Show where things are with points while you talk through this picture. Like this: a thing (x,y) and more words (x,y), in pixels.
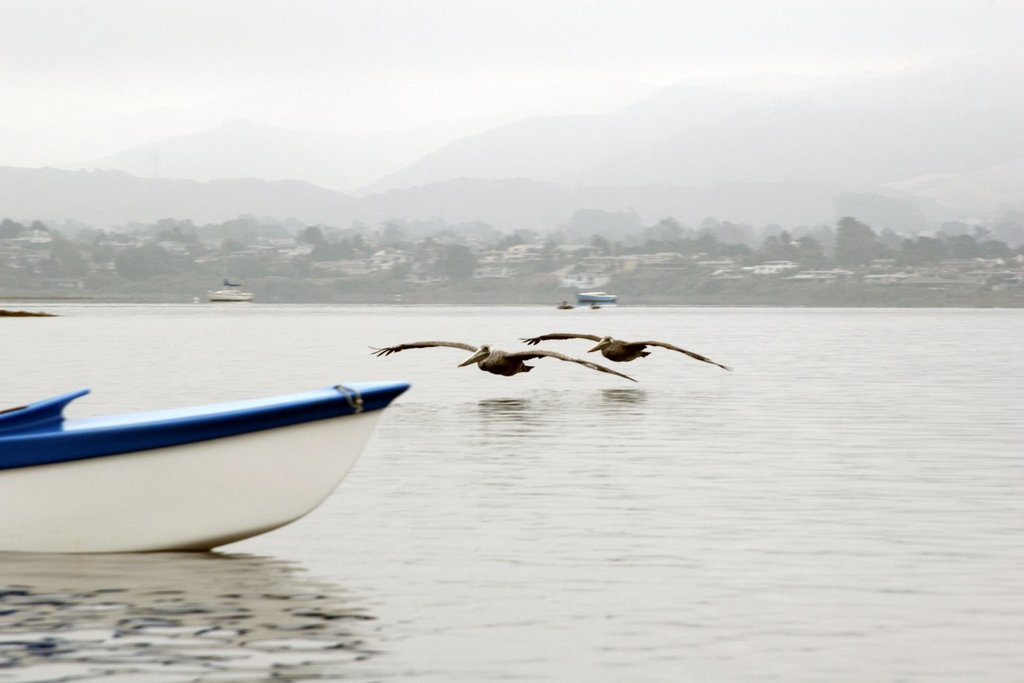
On the left side (281,410), there is a boat (239,446) on the water (291,546). Beside this boat (367,418), there are two birds (559,357) flying in the air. In the background (584,297), there are other boats (599,297) on the water (639,310), there are buildings (292,239), trees (388,241) and mountains (963,189) on the ground (632,297) and there are clouds (363,57) in the sky (363,57).
